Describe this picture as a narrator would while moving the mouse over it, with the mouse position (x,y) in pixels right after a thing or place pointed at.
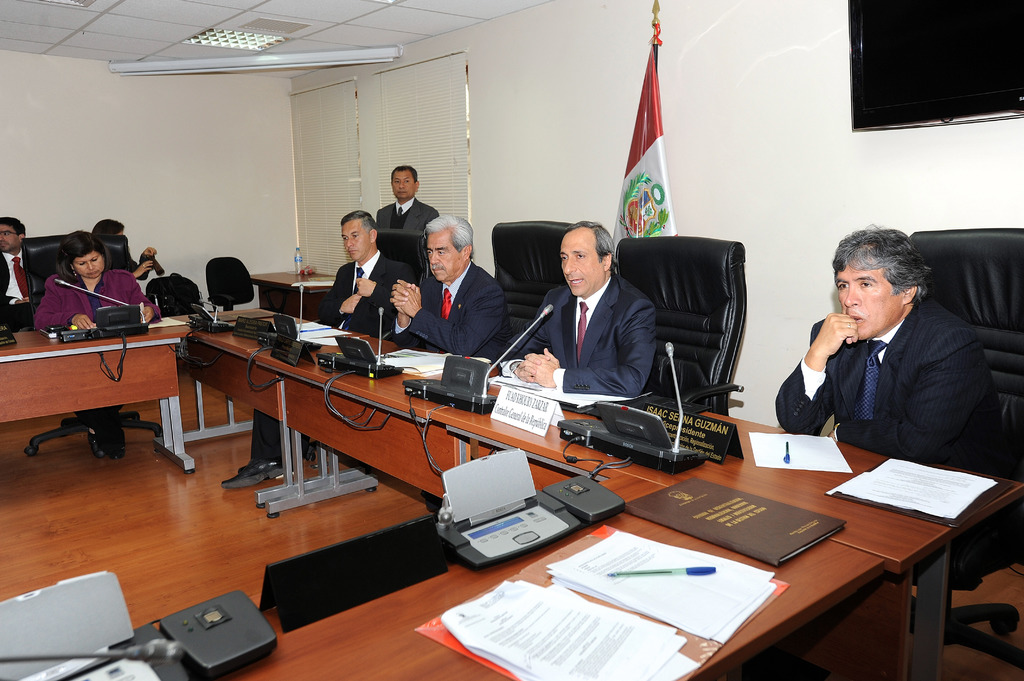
In this picture I can see group of people (633,351) sitting on the chairs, there are papers (795,437), file (693,485), nameplates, pens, mikes (683,463) and some other objects (635,459) on the tables (681,481), there is a person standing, there are lights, flag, there is a television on the wall (582,142) and there are windows (303,101) with window blinds (320,139).
